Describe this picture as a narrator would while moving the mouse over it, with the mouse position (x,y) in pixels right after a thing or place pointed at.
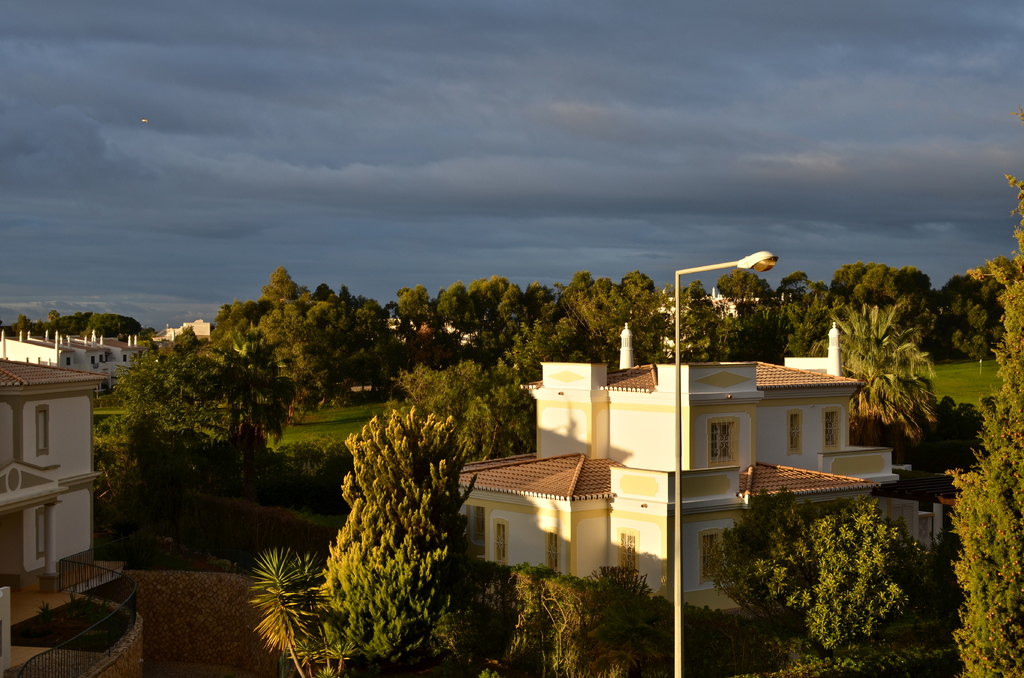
On the left side (8,367), there is a building (20,472) having windows (40,533) and roof (3,375) and there's grass (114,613) on the ground (91,607). On the right side (706,530), there are trees (966,557), a light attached to the pole (680,650) and there is a building (737,442) which is having glass windows (724,452) and roof (537,470). In the background (659,352), there are trees (228,354), buildings (13,338) and grass (355,421) on the ground (347,418) and there are clouds (330,103) in the sky (309,104).
